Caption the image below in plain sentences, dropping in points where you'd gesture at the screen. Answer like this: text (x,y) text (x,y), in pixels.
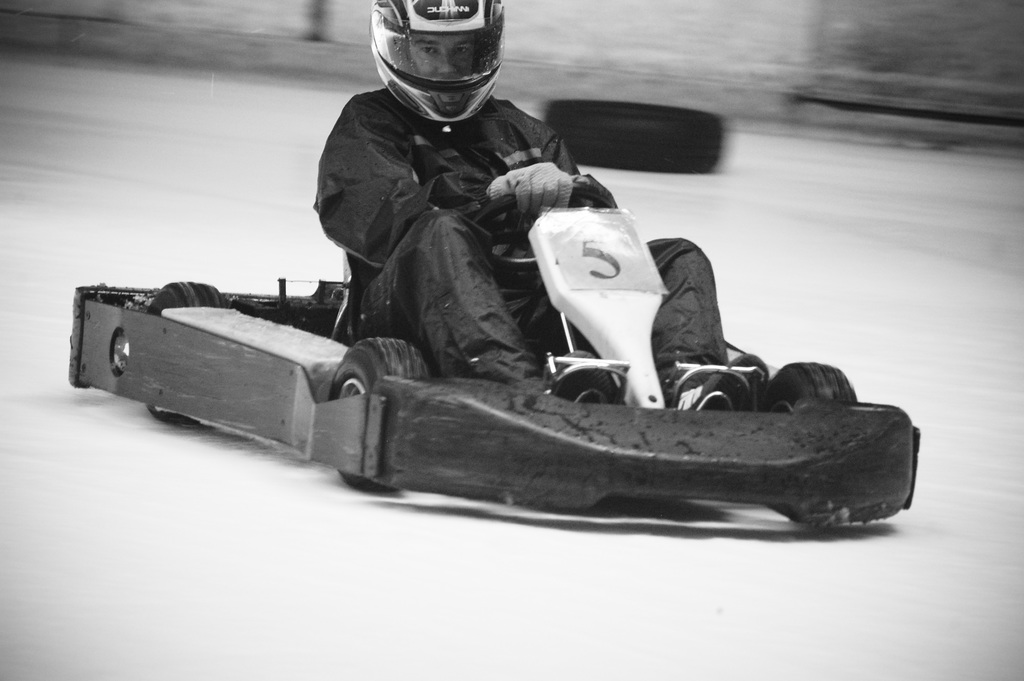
This is a black and white image, where there is a person (378,104) sitting on a go kart car (631,277), and in the background (611,161) there is a tire (630,166).
